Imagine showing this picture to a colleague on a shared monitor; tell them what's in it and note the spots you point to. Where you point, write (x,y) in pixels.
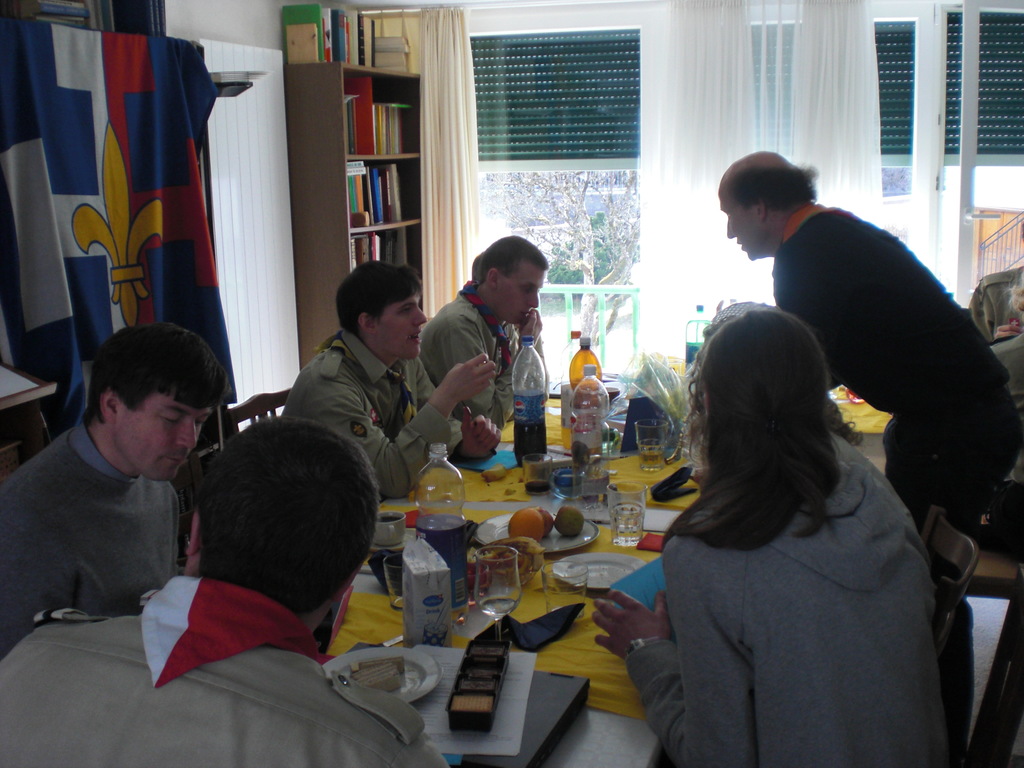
In this picture we can see a group of people (776,255) sitting on a chair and dining, here are some water bottle (527,371) and glasses (554,571), and fruits (563,507) and plates (560,560), and some other objects (629,422) on the table (570,550), and right to opposite here is the curtain (658,173), and a window glass (561,195) and at back (579,203), there are trees (535,177), and at opposite there are books (382,135) in the shelves (346,255).
